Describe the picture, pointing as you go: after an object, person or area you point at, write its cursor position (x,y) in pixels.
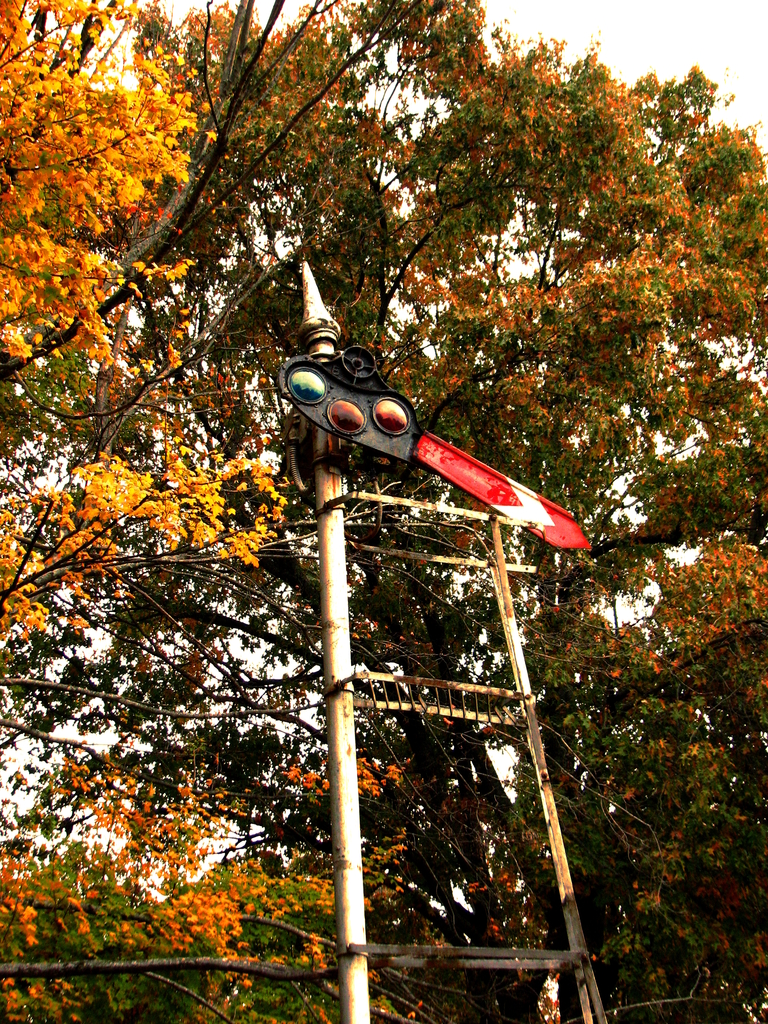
In this image there is a pole (336,541), in the background (327,917) there are trees (197,485).
